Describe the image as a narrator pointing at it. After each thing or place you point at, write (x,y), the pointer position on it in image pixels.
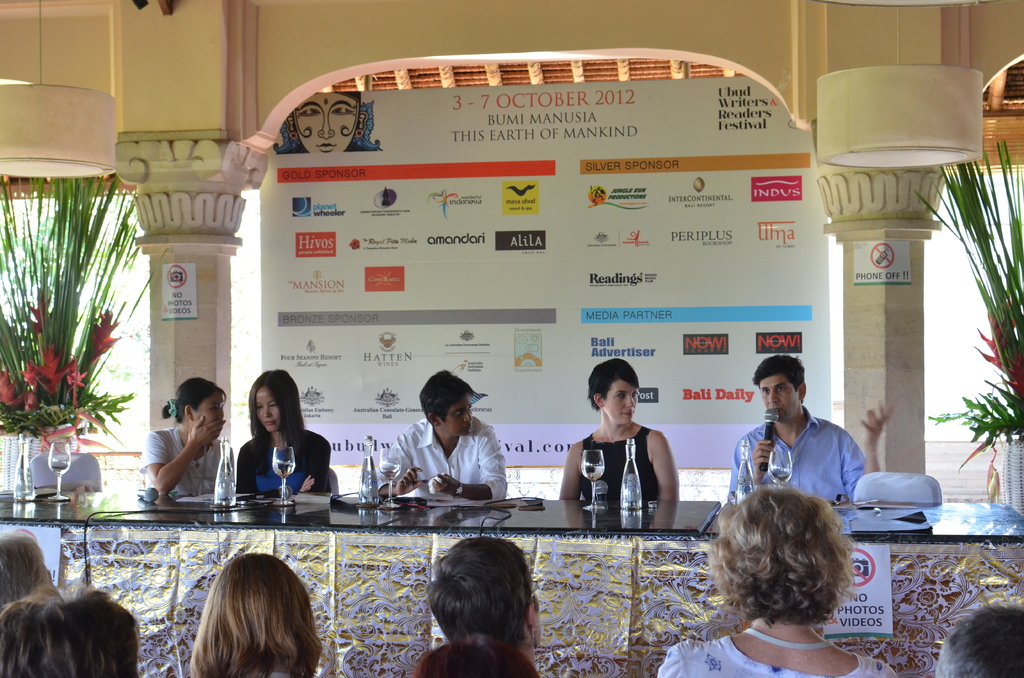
In the foreground of this image (488,650), at the bottom (667,659), there are heads (475,650) of person (84,652). In the middle (433,439), there are people (281,401) sitting in front of a table (444,505) on which, there are glasses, bottles (23,475), mics (261,497) and few papers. On either side there are flower vases (997,424). In the background (612,212), there is a banner (668,255), an arch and two pillars (176,337).
